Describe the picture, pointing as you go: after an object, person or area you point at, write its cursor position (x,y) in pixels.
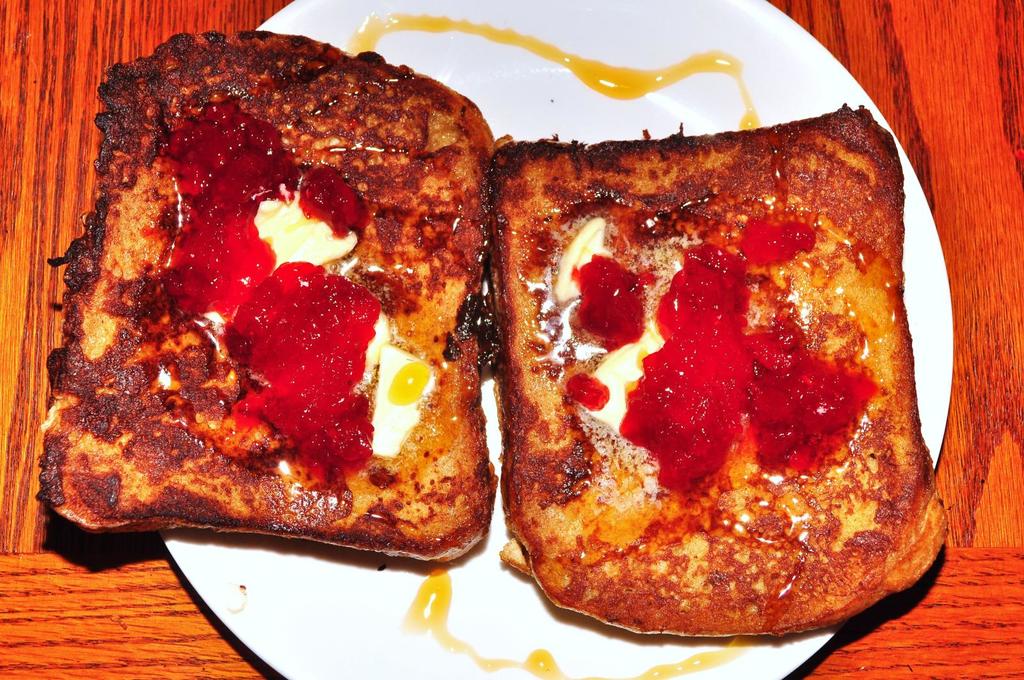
In this image I can see the food (563,149) on the white plate (756,89). The plate (772,60) is on the red and brown color surface (982,106). Food (682,217) is in red, white, brown and black color.
